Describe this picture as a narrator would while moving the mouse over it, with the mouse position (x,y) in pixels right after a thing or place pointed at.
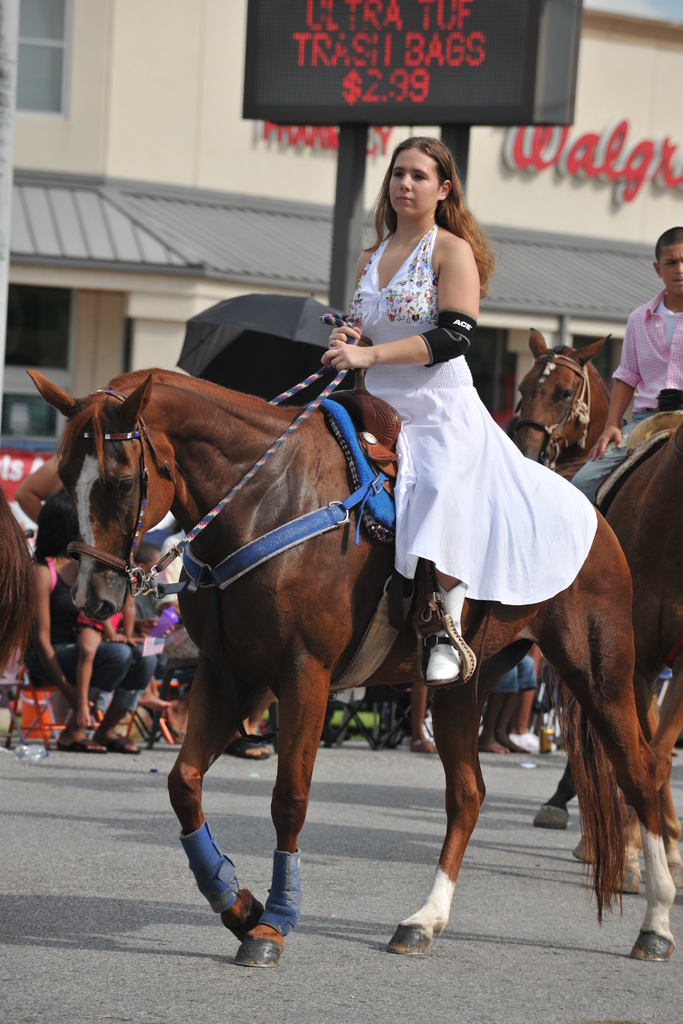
As we can see in the image there is a building (93,284) and few people (96,634) sitting on chairs (6,681). In the front (370,528) there are two people (432,323) sitting on horses (664,562).
